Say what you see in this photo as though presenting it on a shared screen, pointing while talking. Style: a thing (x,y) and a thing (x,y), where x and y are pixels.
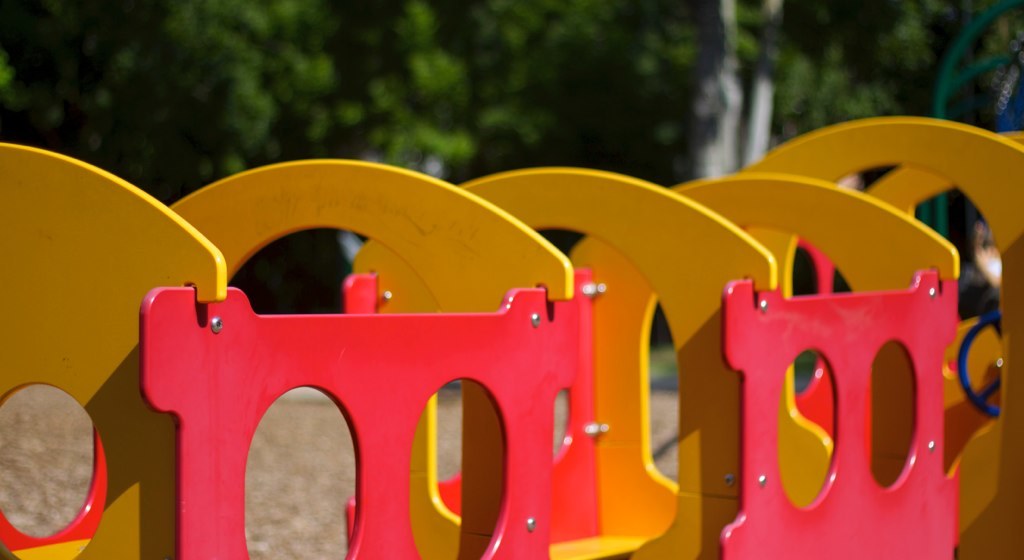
In this image we can see a fun ride (831,379). In the background (799,49) there are trees (734,92).
